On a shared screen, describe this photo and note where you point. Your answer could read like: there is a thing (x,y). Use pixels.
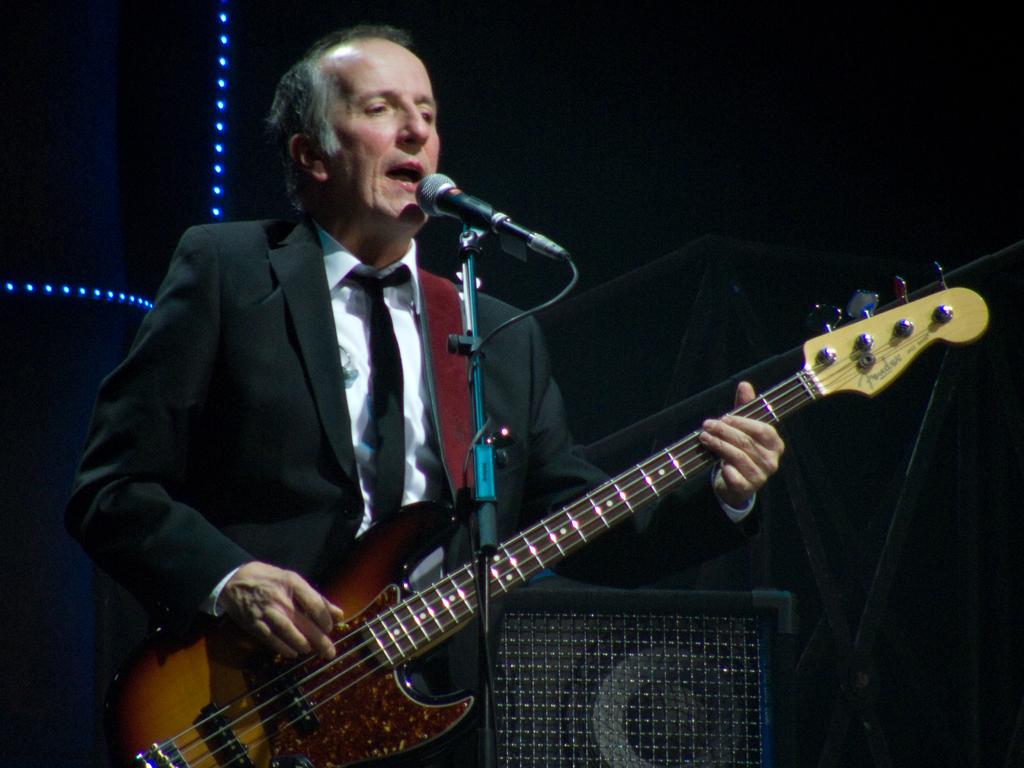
In this image there is a person (239,393) wearing black color suit (319,418) playing guitar (407,595) in front of him there is a microphone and at the background of the image (492,166) there is a black color sheet (872,162).
